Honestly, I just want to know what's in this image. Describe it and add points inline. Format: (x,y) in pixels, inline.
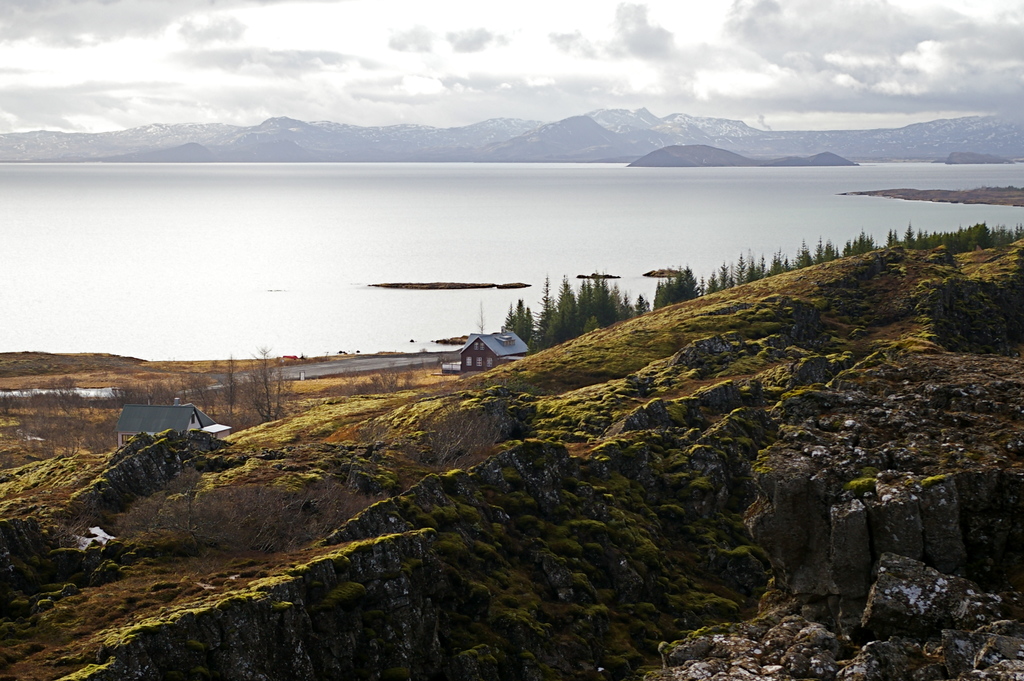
In this image there is an algae (611,525) on the mountain (504,496), there are few huts (176,416) and trees (682,291). In the background (458,263) there is a river (358,216), mountains (531,143) and the sky (516,57).
